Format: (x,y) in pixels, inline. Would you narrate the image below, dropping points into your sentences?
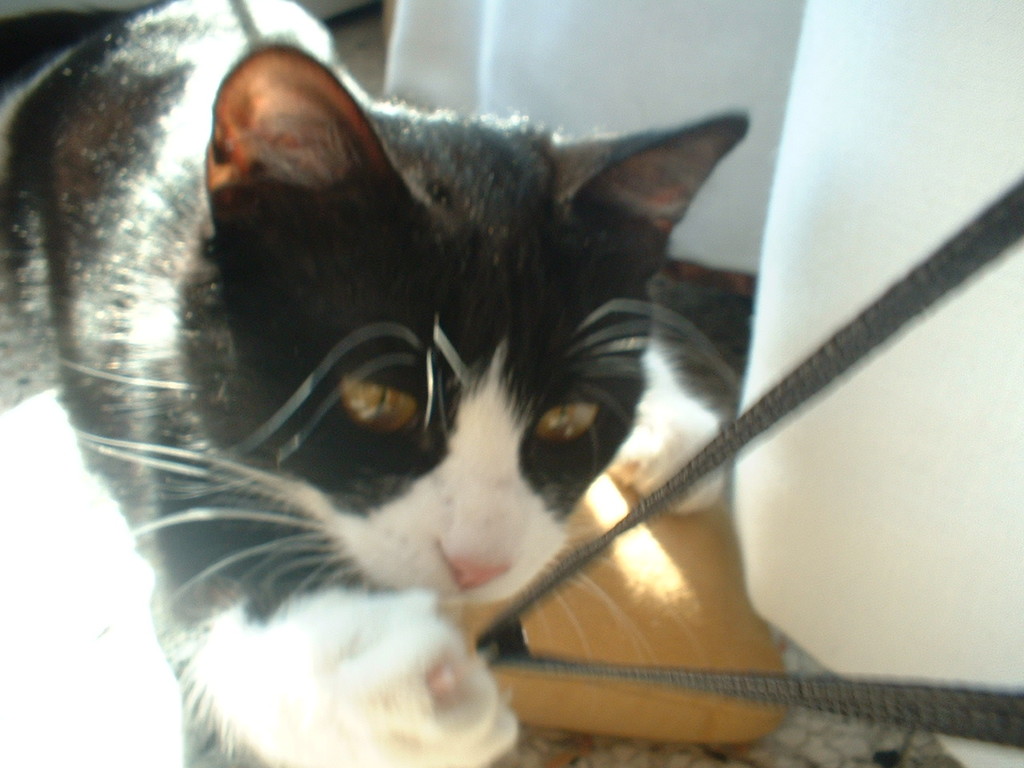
In this image I can see the cat (346,445) which is in white and black color. To the side I can see the brown and ash color object (604,612) and the white color curtain (735,199).
